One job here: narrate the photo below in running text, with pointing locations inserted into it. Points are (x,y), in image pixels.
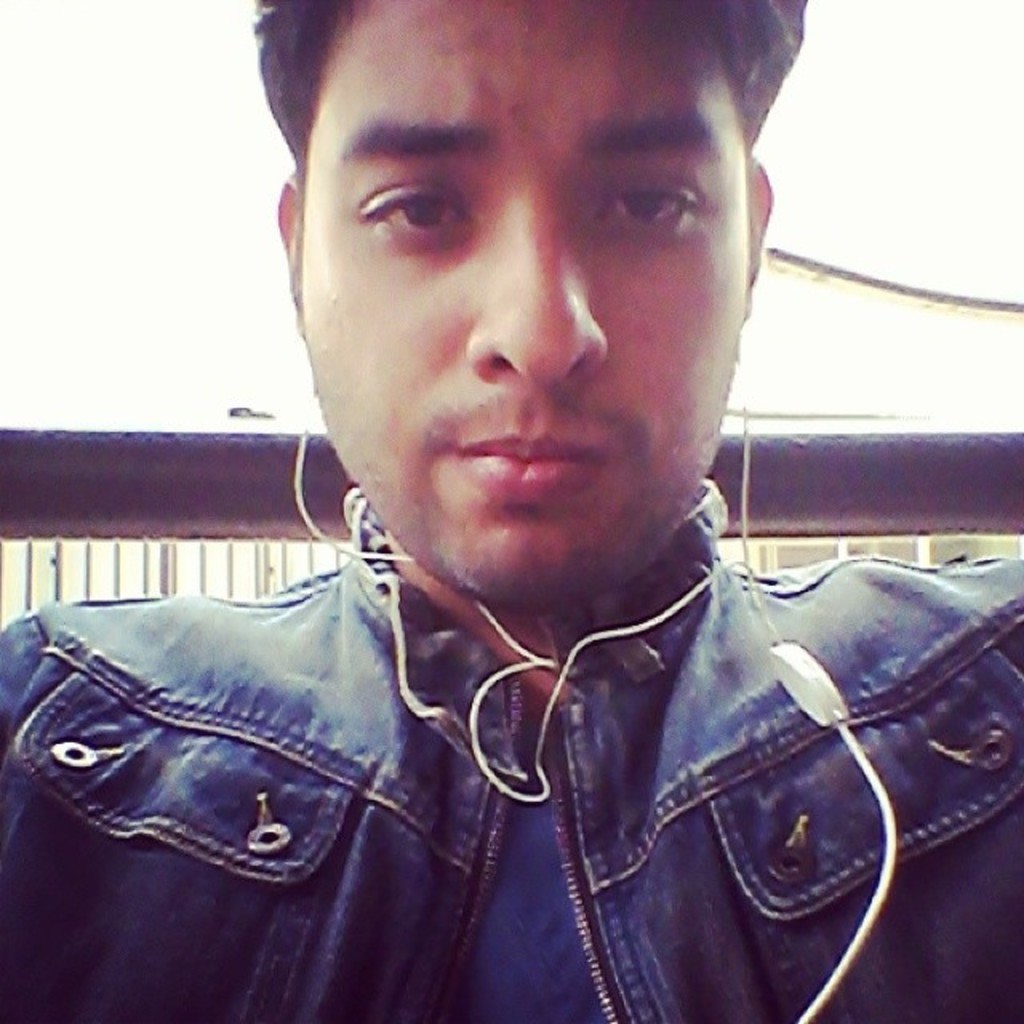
In this image we can see a person (537,584) with earphones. In the background (151,487), we can see an object (862,485).
